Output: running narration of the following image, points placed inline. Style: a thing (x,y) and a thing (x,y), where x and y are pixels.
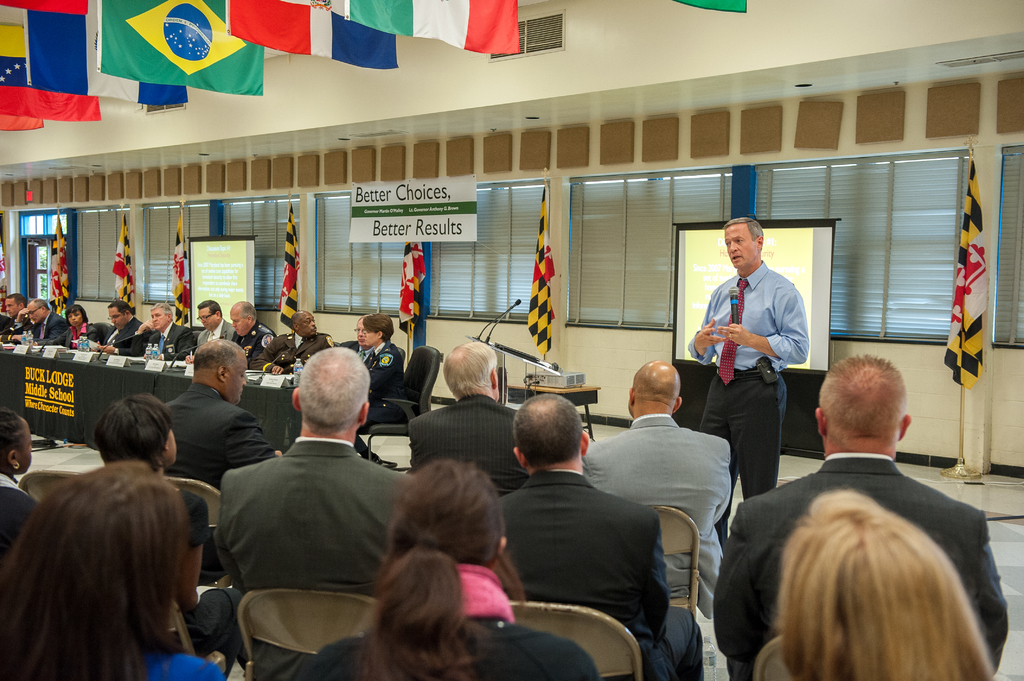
Here in this picture in the front (705,539) we can see number of people (561,527) sitting on chairs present on the floor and in front of them we can see a person (756,416) standing and speaking in the microphone (737,305) present in his hand (731,325) and behind him we can see a projector screen (697,253) present with something projected on it and beside that we can see a table (580,387) with a projector (564,378) on it and we can also see a speech desk (536,365) with microphones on it and we can also see a panel of people (3,316) sitting on chairs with table (103,351) in front of them having bottles of water (22,340) and we can also see number of flag posts (980,287) present behind them and we can also see flags (91,106) hanging on the roof (324,139) and we can see the windows (246,219) are covered with window flaps (944,211) and on the left side (42,280) we can see a door (29,252) present.
